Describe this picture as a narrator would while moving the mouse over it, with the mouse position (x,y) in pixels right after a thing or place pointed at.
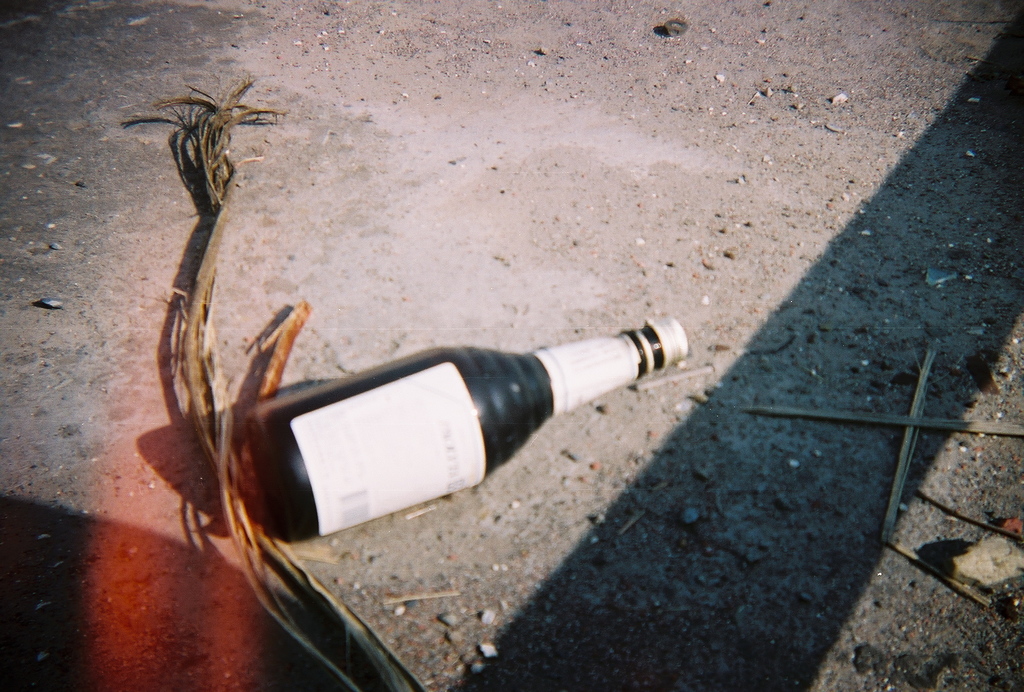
This image consists of a bottle (551,411). It is in black color. It is on the floor (318,538).
